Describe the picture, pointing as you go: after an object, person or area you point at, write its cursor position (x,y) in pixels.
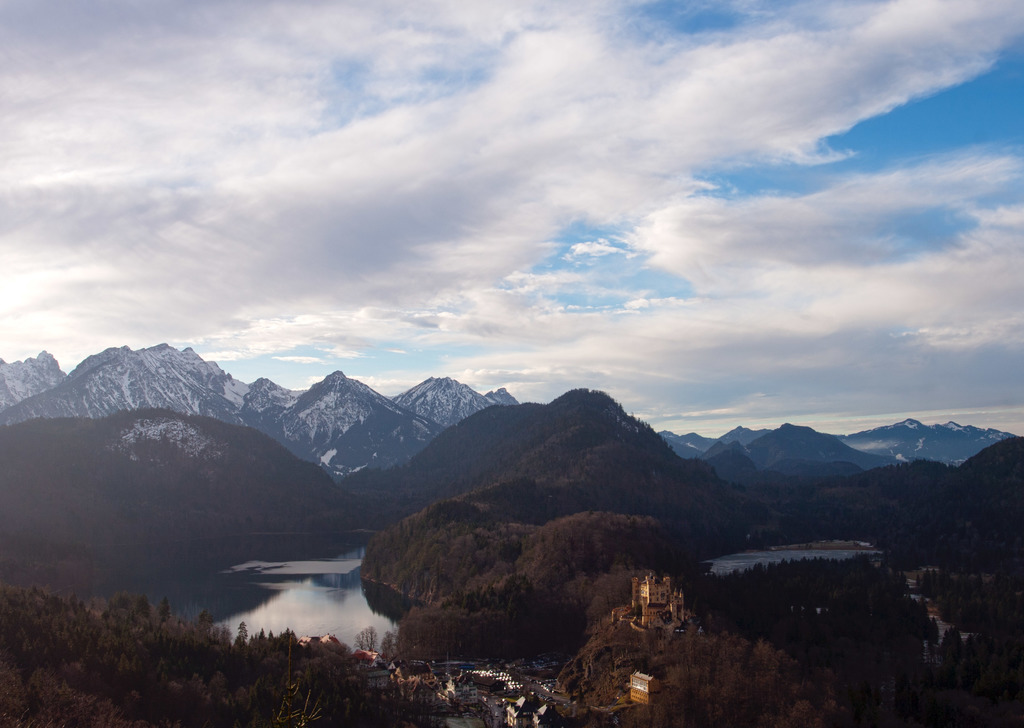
In this image we can see some buildings (524,715), plants (473,613), a water body (252,621) and a group of trees (557,570). On the backside (513,579) we can see the mountains (453,493) and the sky (511,273) which looks cloudy.
